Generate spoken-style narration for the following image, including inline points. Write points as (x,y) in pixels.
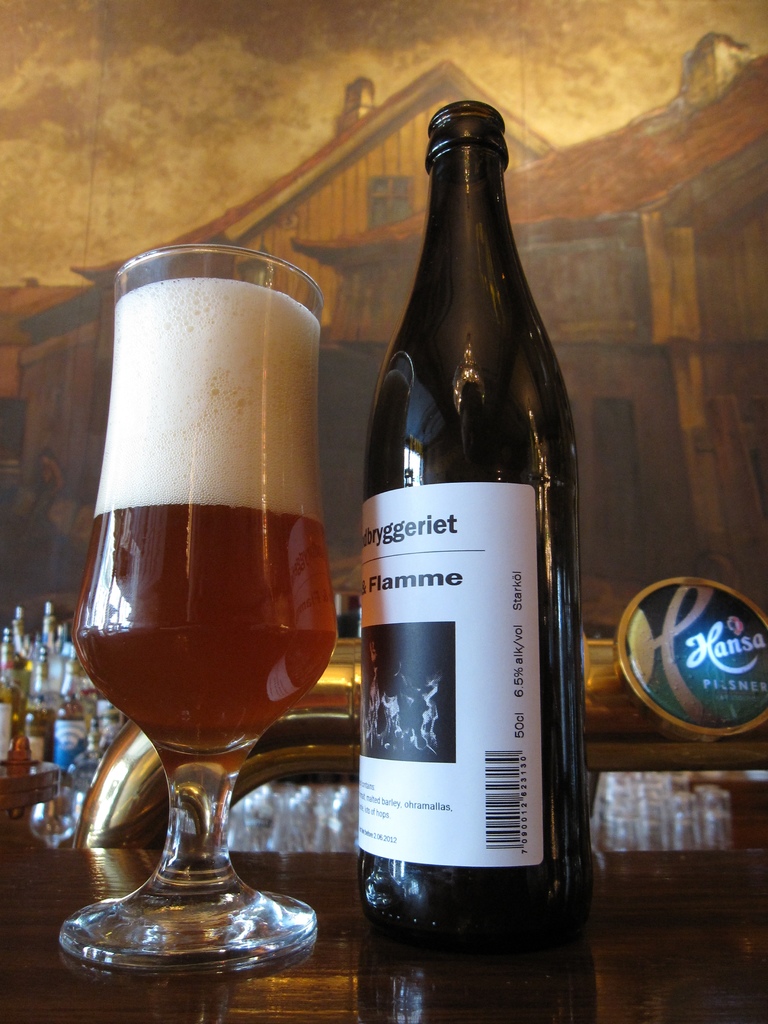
In this image in the foreground (421,522) there is one bottle (419,784) and glass (208,480) and in the glass (180,627) there is some drink (180,627), and in the background (39,705) there are some bottles (39,705). At the bottom (362,971) there is a table (632,920).
